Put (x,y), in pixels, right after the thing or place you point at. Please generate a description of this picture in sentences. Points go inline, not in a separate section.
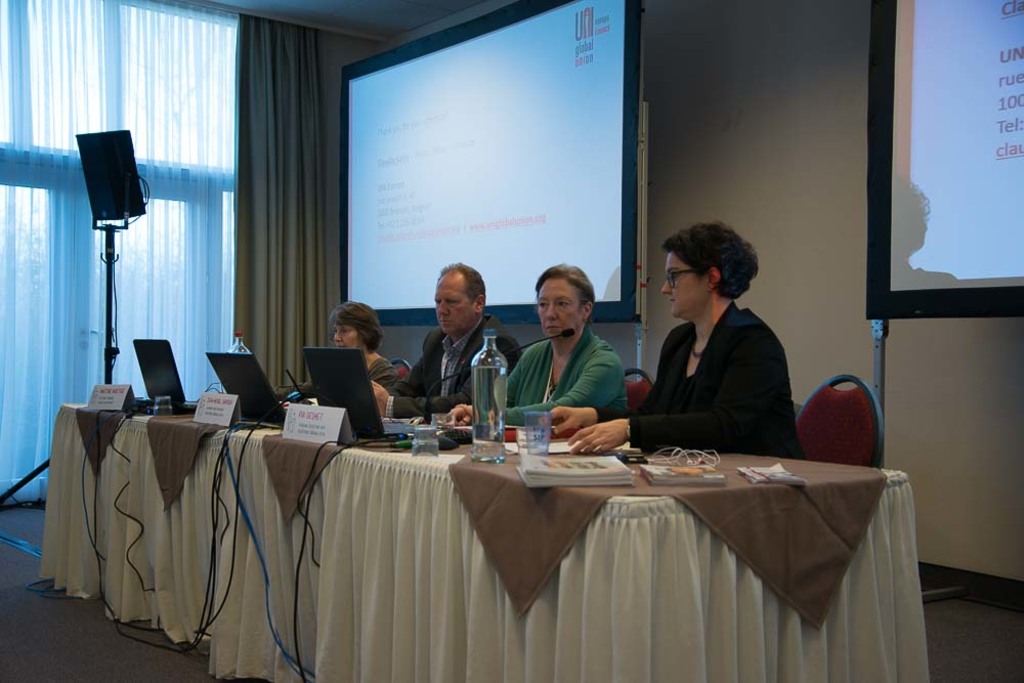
In this image there are four people (561,358) sitting on the chair (398,367), there is a table (381,480), there are three laptops (231,392) on the table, there is a bottle (485,384) on the table (468,447), there is a glass (534,423) on the table (644,464), there are books (685,469) on the table (666,489), there is a projector screen (498,146).
